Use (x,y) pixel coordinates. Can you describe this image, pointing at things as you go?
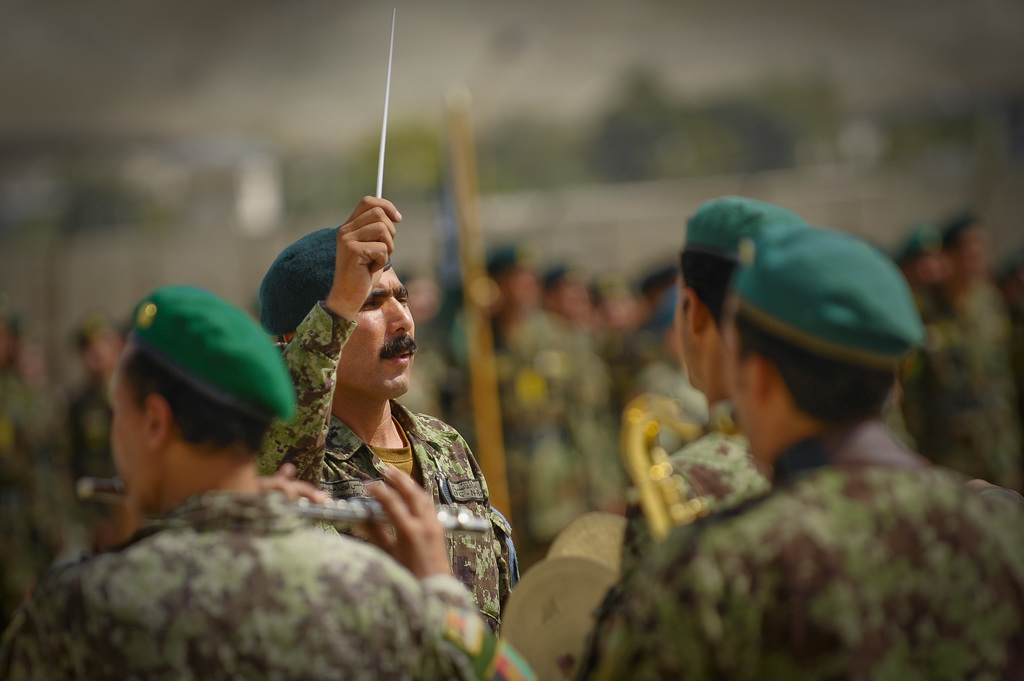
In the center of the image (344,348) there is a man (423,470) standing and holding a stick (392,37). On the right side of the image (793,597) we can see men (742,468) wearing caps (755,272). On the left side of the image (339,649) there is a man (463,666) blowing flute (460,510). In the background (565,335) there are group of people (525,330).
